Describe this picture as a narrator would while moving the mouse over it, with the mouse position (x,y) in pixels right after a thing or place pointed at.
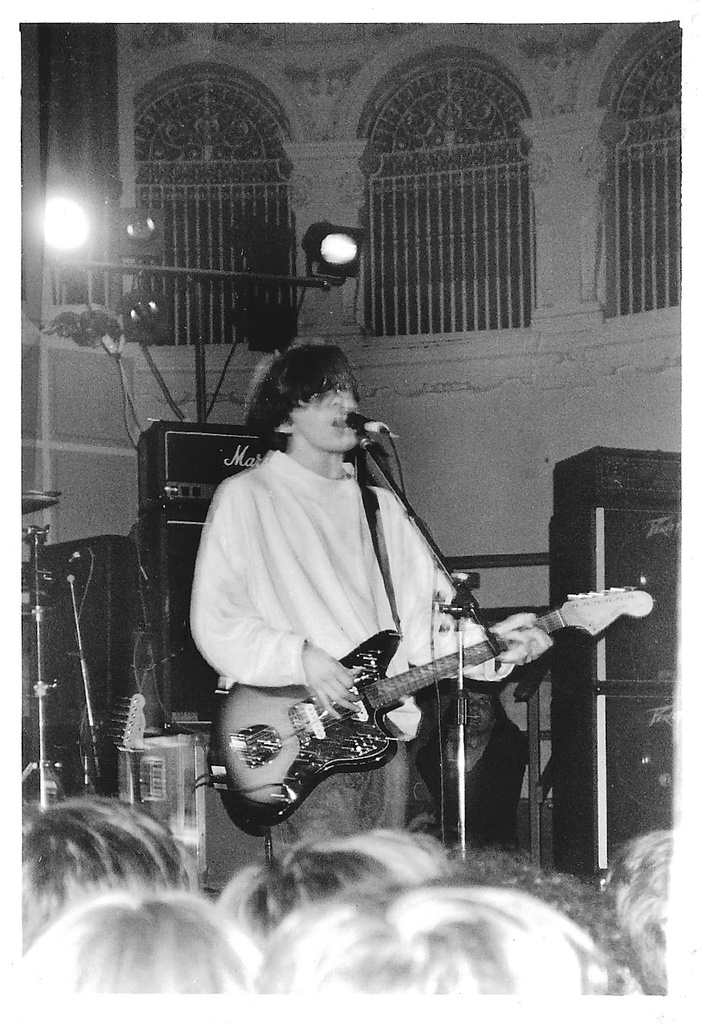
A person (321,550) wearing a white t shirt (310,588) is holding a guitar (376,685) and playing. He is singing also. In front of him there is a mic (353,425) and mic stand (410,511). There are speakers (142,535) and lights (48,236) in the background (164,483). There are railings (251,184) in the background (473,216).
